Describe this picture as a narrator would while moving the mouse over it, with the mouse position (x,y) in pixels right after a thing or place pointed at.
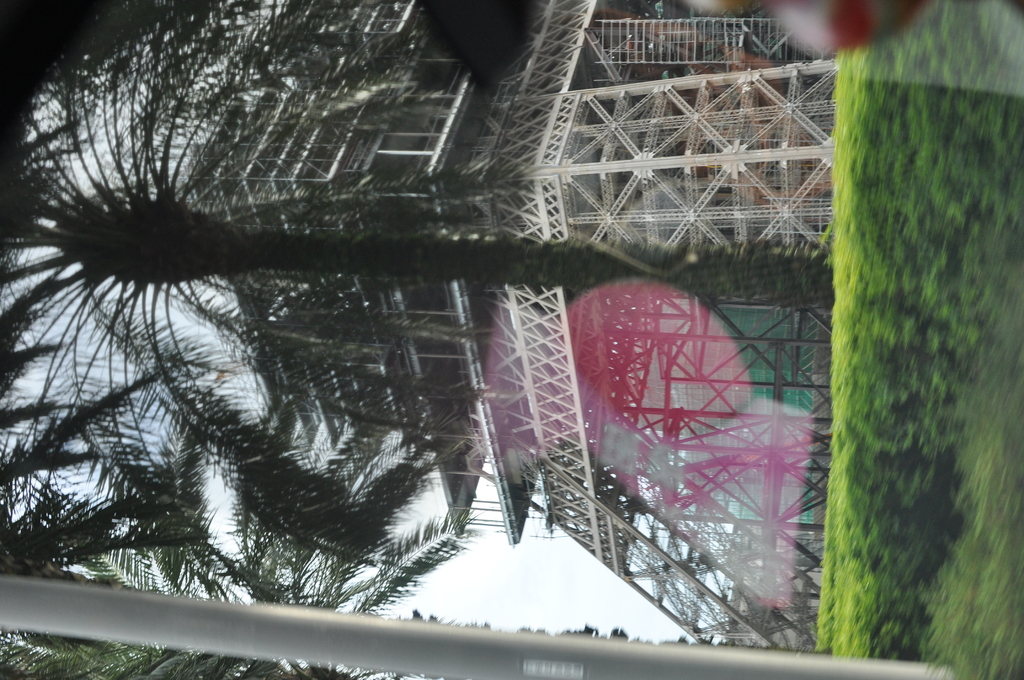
In this picture I can see constructing building (518,225), some trees (448,257) and plants (897,519).
